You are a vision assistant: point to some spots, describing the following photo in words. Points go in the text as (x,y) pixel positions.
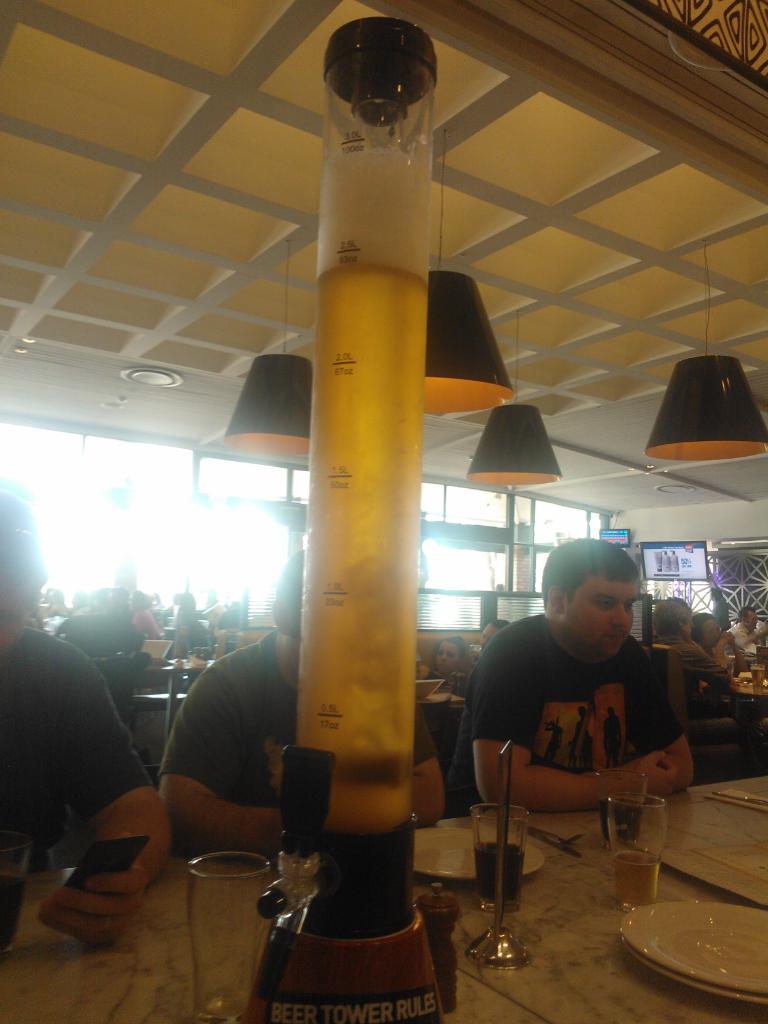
As we can see in the image there are group of people (272,650), lights (510,451), chairs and tables (505,1018). On table (568,937) there are glasses (492,860) and white color plates (734,914).
